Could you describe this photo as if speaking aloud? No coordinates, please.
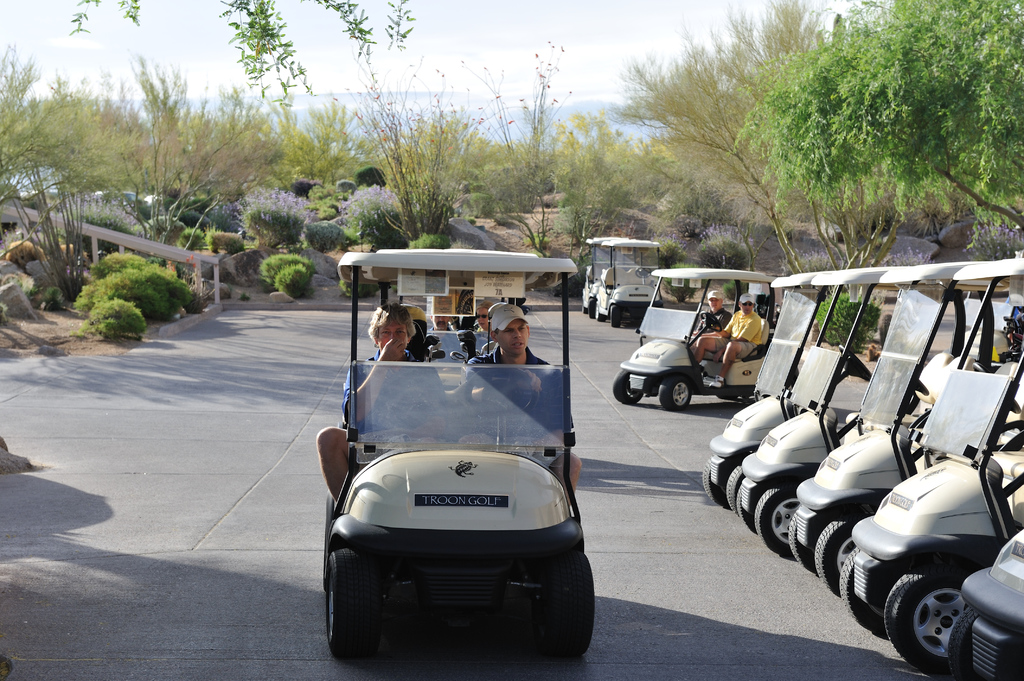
In this picture we can see vehicles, persons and in the background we can see trees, sky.
